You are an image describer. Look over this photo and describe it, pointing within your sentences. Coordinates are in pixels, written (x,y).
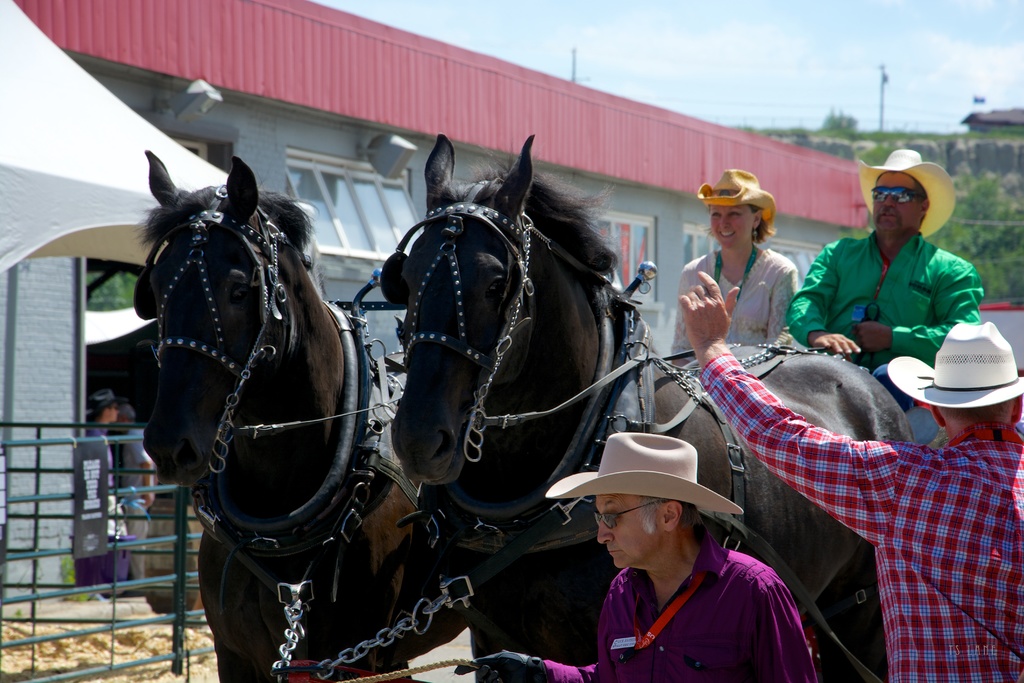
As we can see in the image there is a sky (819,51), house (698,127), few people (698,322) here and there and there are two horses (397,439).
